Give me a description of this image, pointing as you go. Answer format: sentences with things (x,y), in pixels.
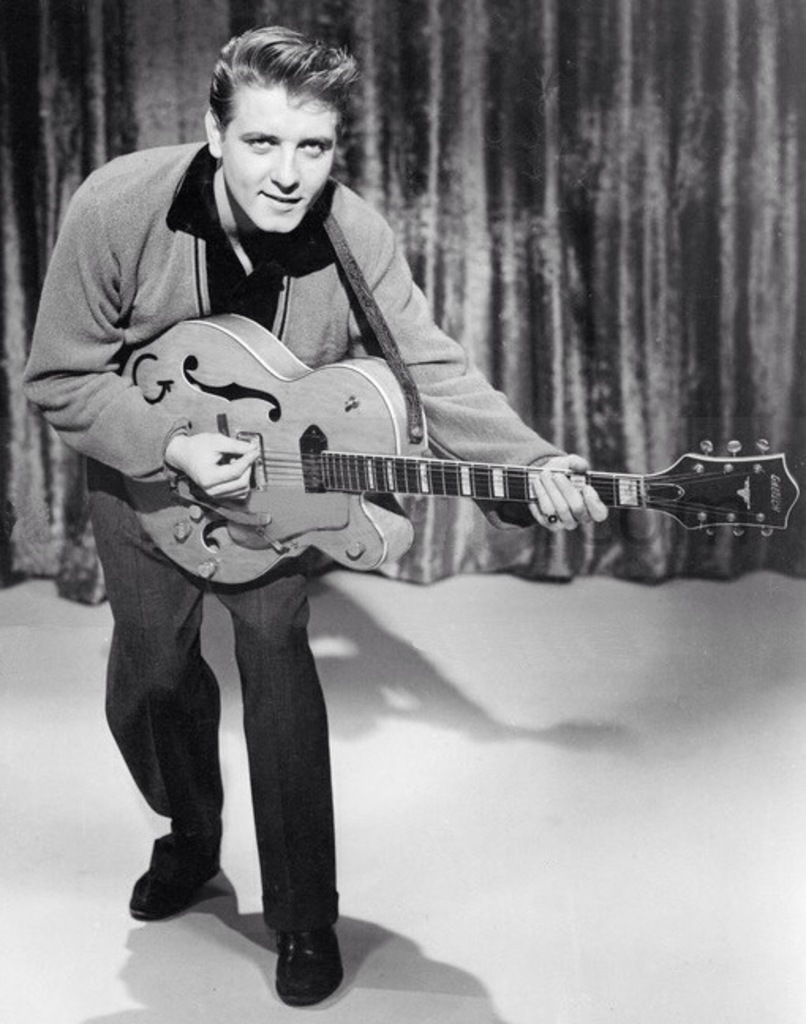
The person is playing guitar (324,468) and there is a curtain (465,225) behind him.
